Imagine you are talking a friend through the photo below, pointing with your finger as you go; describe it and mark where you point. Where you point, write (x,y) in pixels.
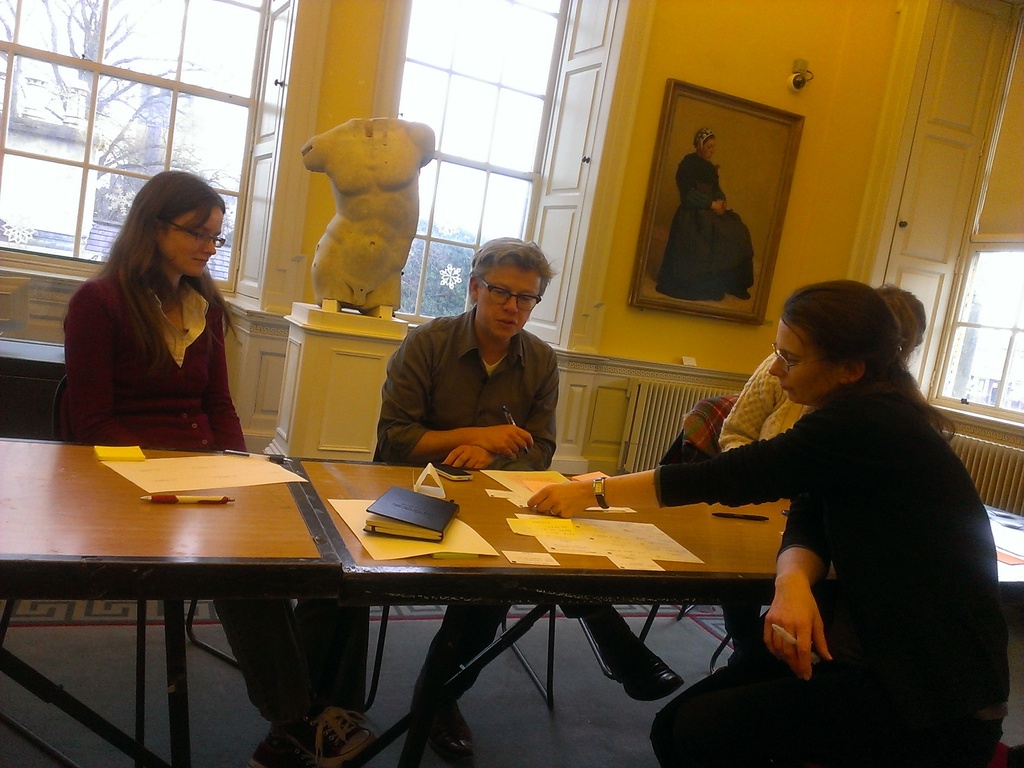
There are four persons (502,369) sitting on the chairs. This is a table (211,544) where a book (388,495), pen (190,499), papers (209,466) and some objects (441,494) are placed. This looks like a sculpture (351,273) placed on a pedestal (336,368). This is a photo frame (748,167) attached to the wall (755,60). These are the windows (461,131).
